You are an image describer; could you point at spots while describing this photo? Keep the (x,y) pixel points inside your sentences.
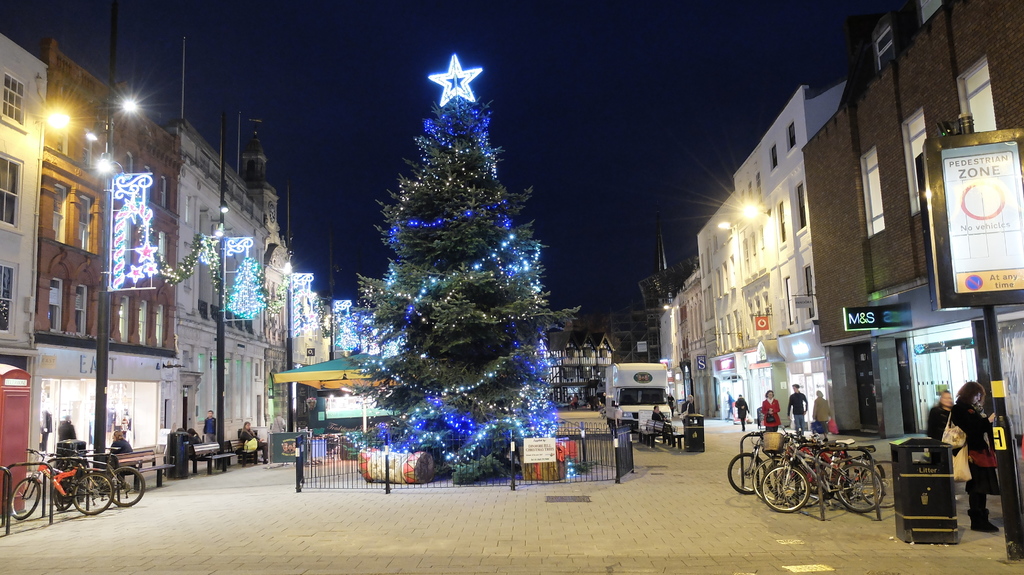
In this picture we can see a few vehicles (770,463) and some people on the path (772,566). There are a few people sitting on the benches (150,461). We can see street lights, some text (972,175), signs (1001,255) and a few things (1000,196) on the boards (287,462). There are buildings (259,215) and other objects (25,388). We can see lights (412,210) and decorative items (451,94) on a tree (540,331).
